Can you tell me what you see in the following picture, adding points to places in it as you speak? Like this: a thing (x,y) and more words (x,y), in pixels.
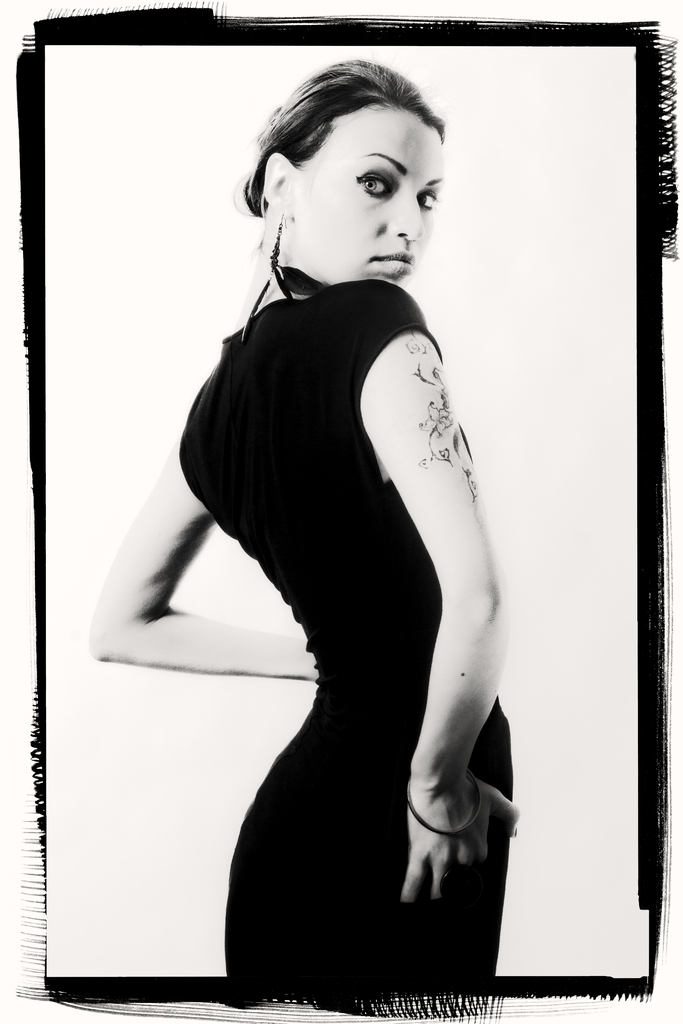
In this picture we can see a woman (216,628) standing with a tattoo (437,414) on her hand (409,389) and in the background (201,104) it is white color.
